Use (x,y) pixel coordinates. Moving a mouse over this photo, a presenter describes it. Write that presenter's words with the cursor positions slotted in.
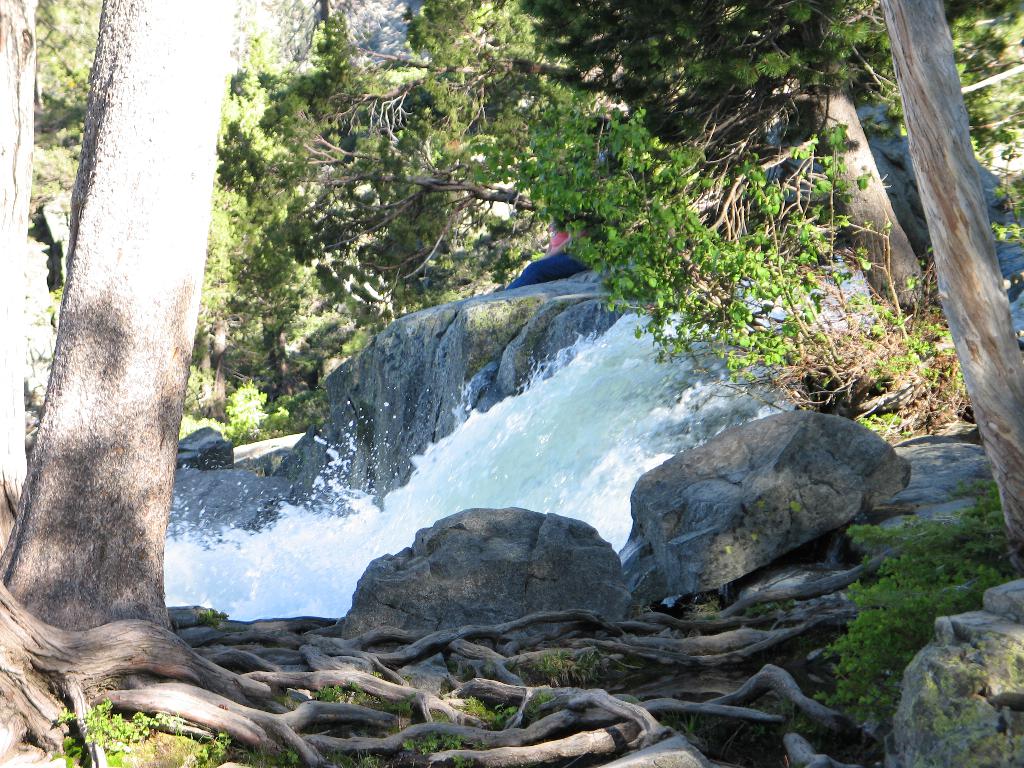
In this image we can see some trees (456,636), stones (609,557) and in the background of the image (251,433) there are some trees (323,370), stones (396,376) there is water (494,416) which is flowing.
